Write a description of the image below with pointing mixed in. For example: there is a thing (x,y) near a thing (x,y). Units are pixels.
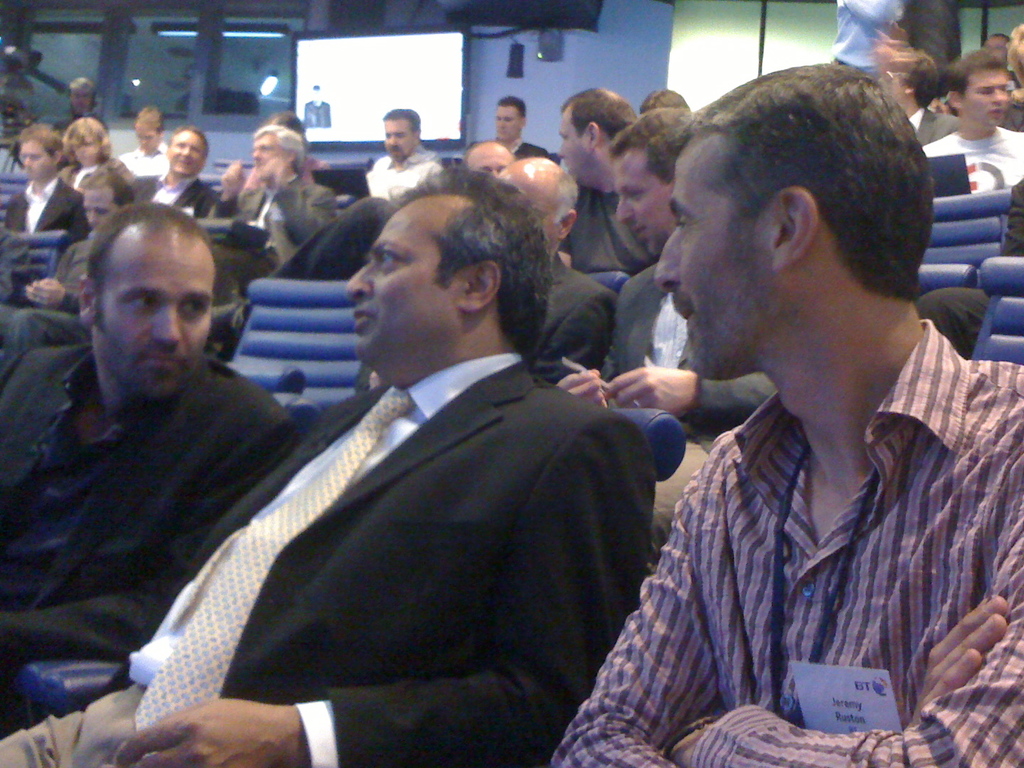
In the image there are many men (405,361) in suits (432,650) sitting on chairs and in the background (252,58) there are windows (211,75) on the wall (225,123) with a screen (371,85) in the middle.
